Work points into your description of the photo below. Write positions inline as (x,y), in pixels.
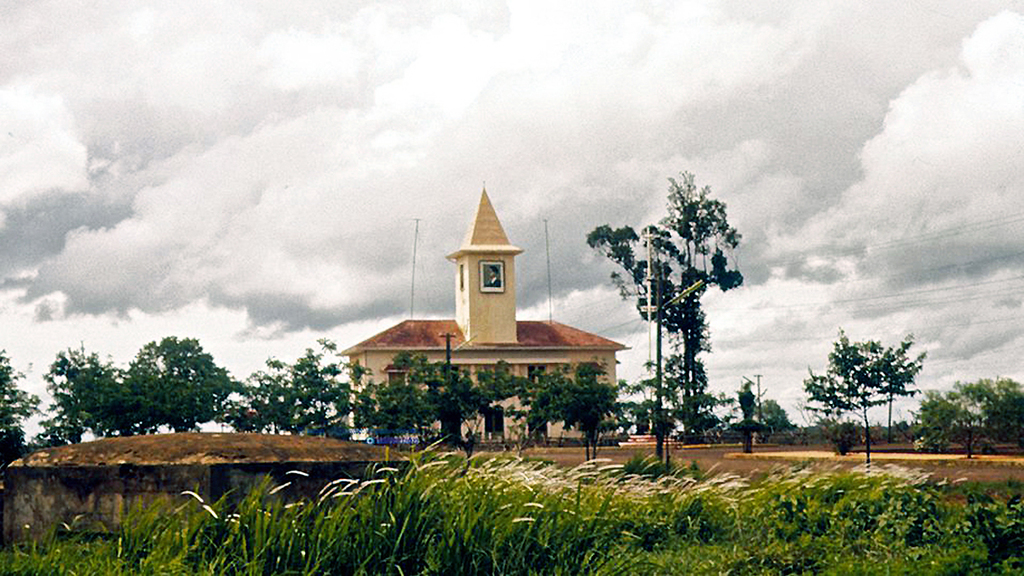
In this picture we see a house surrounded by grass fields (165,566), trees (406,402) and road (756,449). The sky (18,208) is cloudy.
